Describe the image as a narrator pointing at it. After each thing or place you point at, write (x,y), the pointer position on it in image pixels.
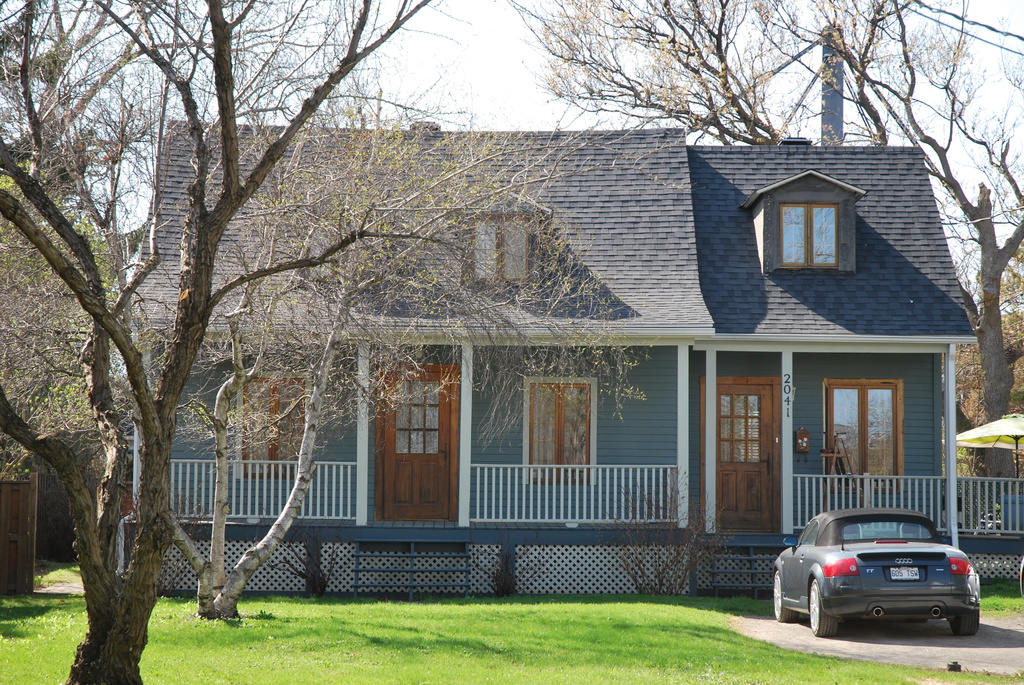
In this image we can see a house (468,463) with windows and doors (397,460), there are some trees (149,586), plants (648,529), grass (475,602), fence (666,521), umbrella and a vehicle (859,567), in the background (510,102) we can see the sky (325,111).
